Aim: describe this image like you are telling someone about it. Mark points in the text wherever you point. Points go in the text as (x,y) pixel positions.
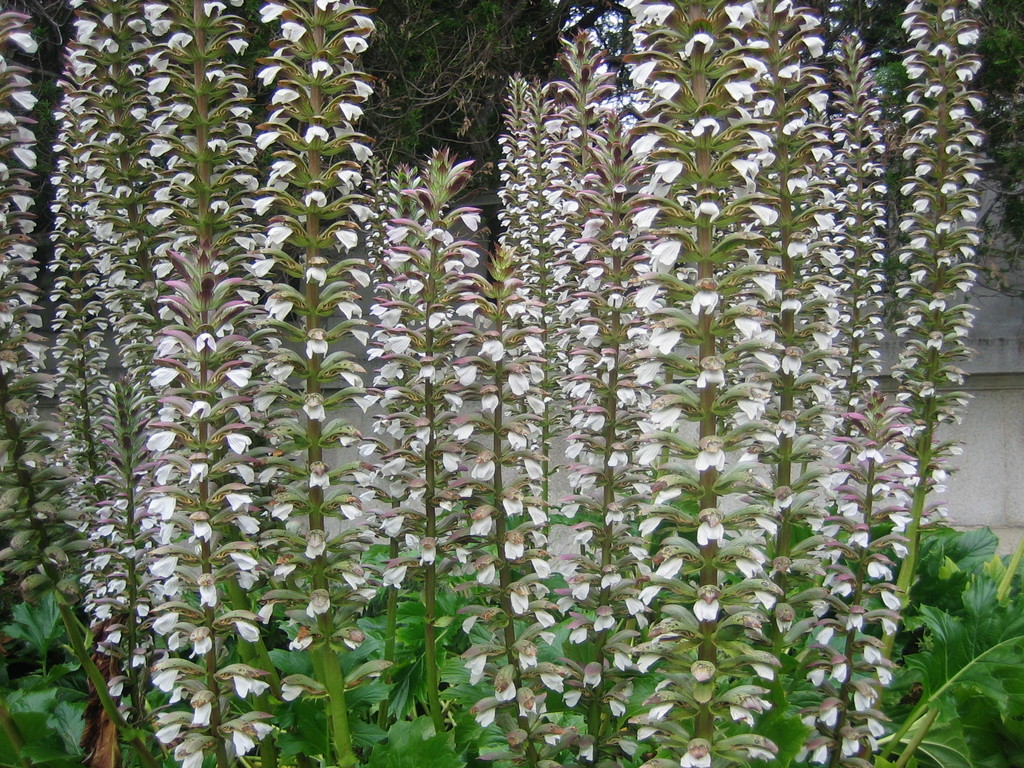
In this image we can see many plants (736,363). There are many flowers (636,468) to the plants (514,504).
